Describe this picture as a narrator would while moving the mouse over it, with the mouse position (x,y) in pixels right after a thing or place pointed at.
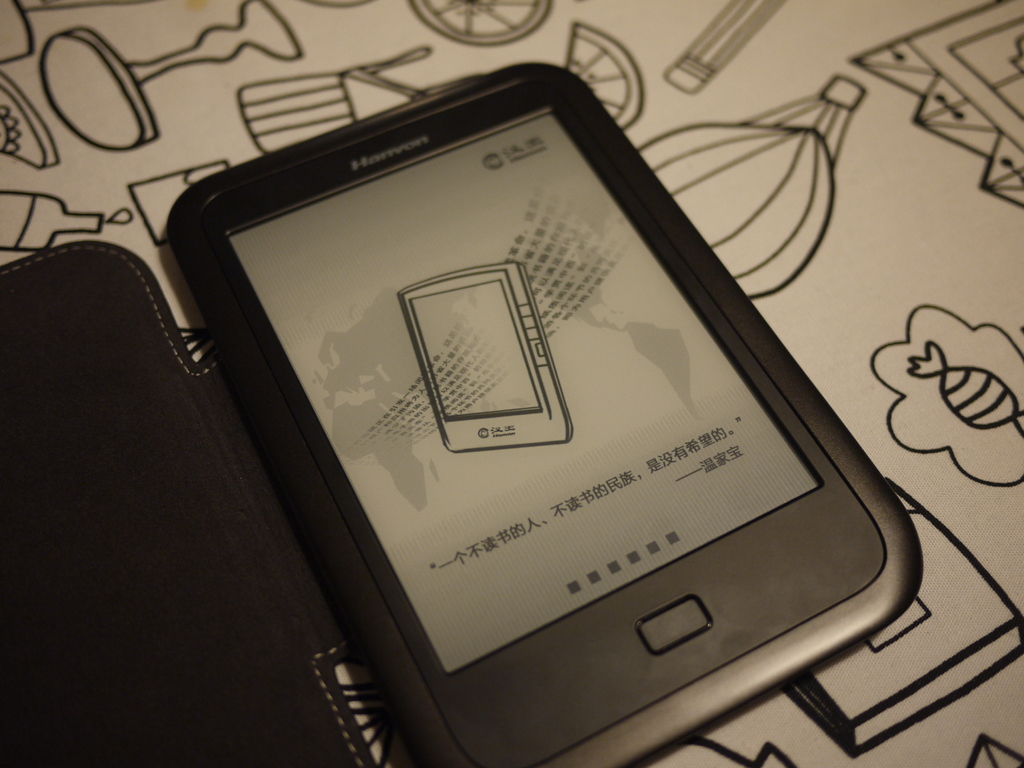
In this image, we can see an e-reader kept on the white object (912,245).
